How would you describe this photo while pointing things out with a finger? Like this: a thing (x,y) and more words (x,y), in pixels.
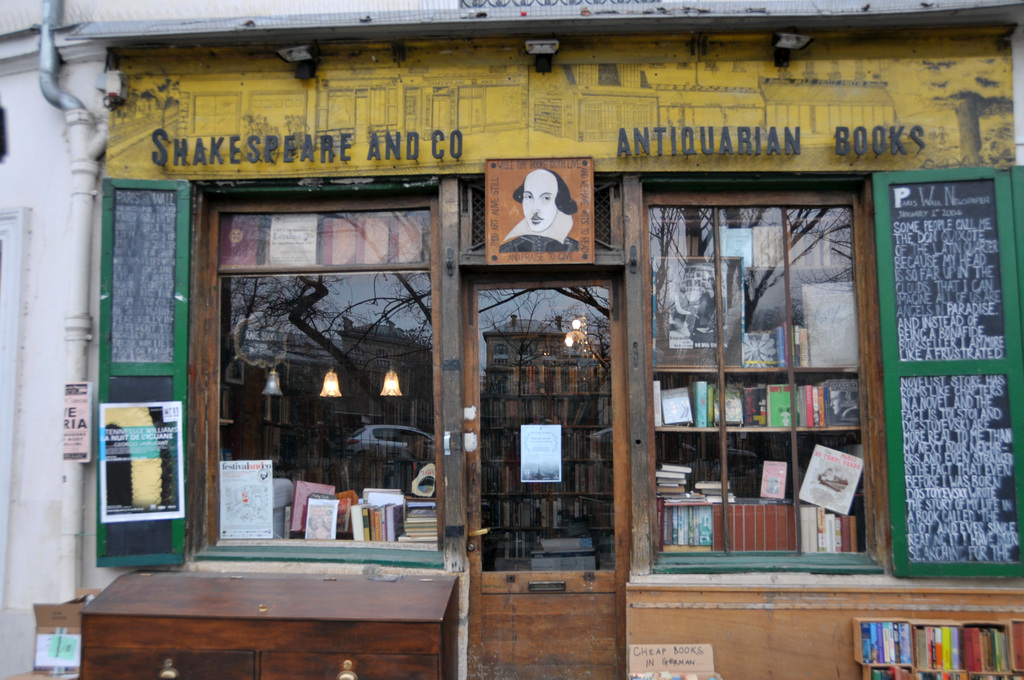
We can see desk (200,637), books (1002,679), board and box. We can see posters (126,419), boards (144,428), pipe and glass windows (328,346), through these windows (752,423) we can see books (523,421) and lights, on these glass windows (746,373) and glass door (483,390) we can see reflection (393,342) of trees (602,311), building (533,363) and sky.
